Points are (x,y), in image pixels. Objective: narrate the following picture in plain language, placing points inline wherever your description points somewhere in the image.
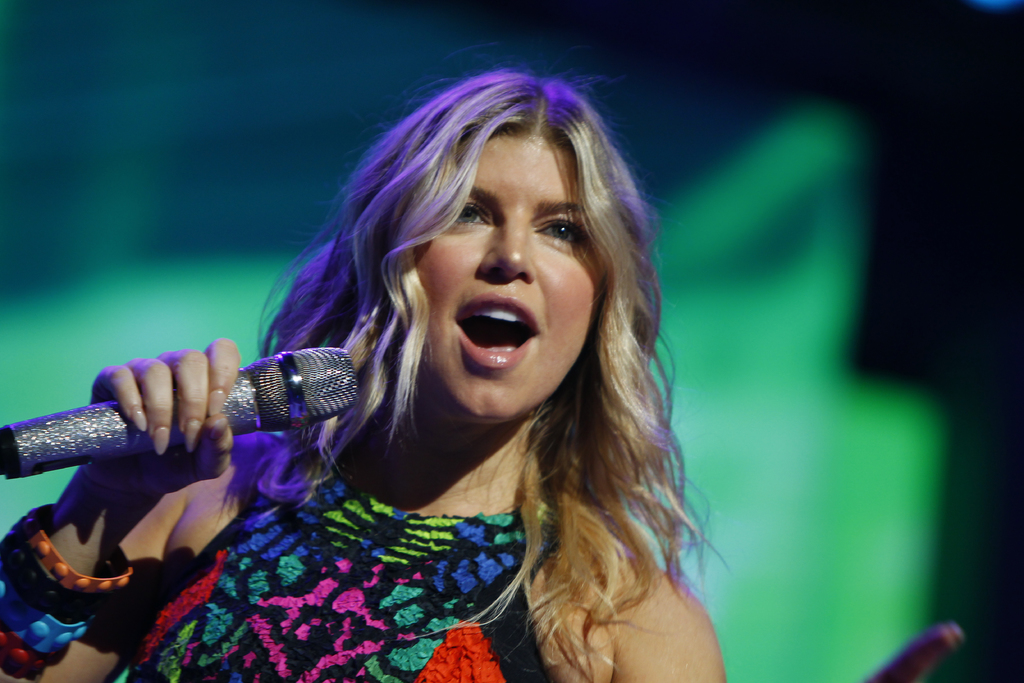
There is a woman (636,457) singing in the picture. The woman (479,495) wore a colorful dress (452,573) and wrist bands (64,583) to her hand (83,564). She is holding a microphone (287,402) and the holder (94,422) of it is shiny. The background (867,399) is blurred.
